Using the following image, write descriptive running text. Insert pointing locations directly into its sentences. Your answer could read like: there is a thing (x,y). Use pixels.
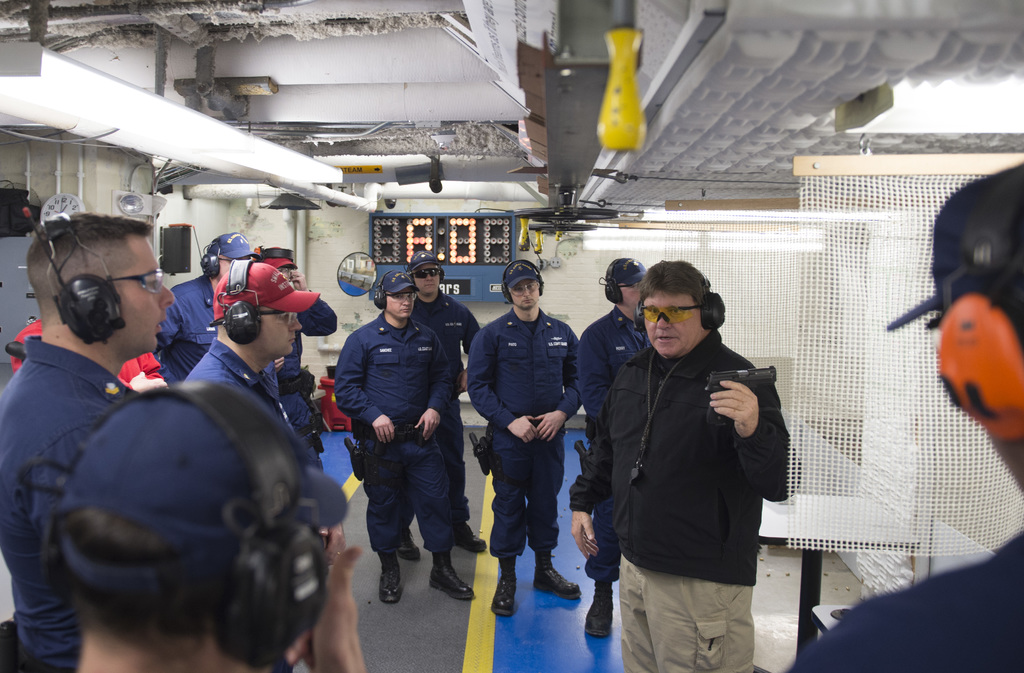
In this image, there are some persons (704,334) standing and wearing headphones (611,295). There is a clock (458,239) in the middle of the image (476,261). There is a person (604,424) at the bottom of the image (645,461) holding a gun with his hand (720,401). There is a mesh (864,280) on the right side of the image (831,275).
